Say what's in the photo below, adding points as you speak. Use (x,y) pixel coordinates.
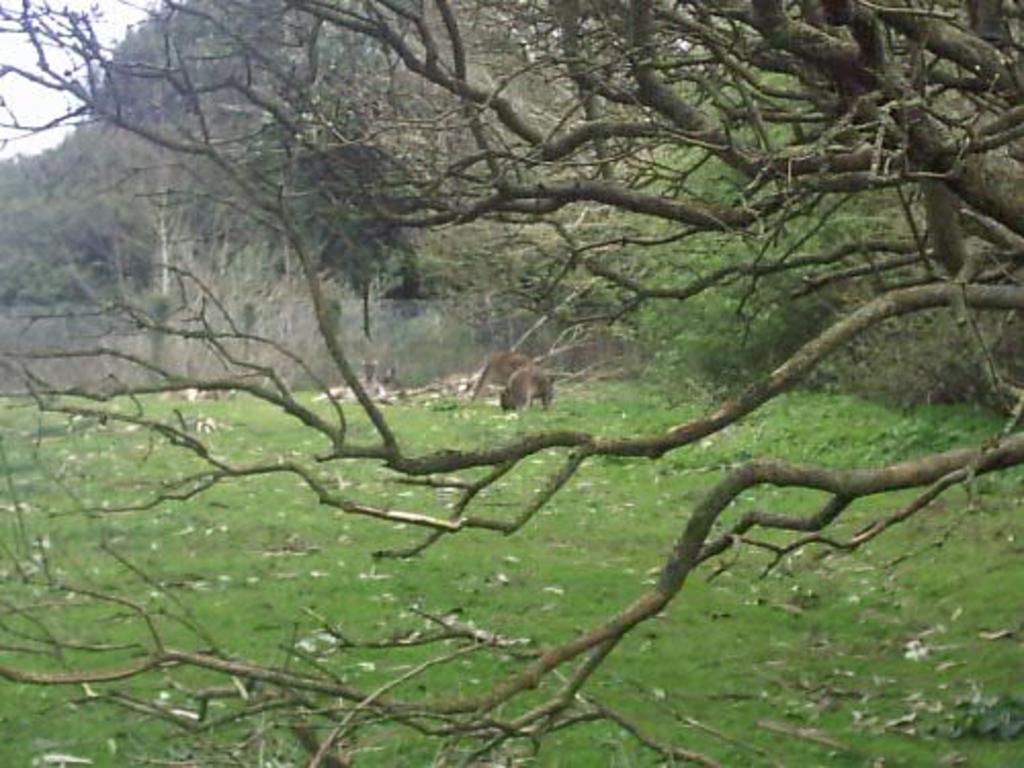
In this image I can see trees (662,311), fence (347,347) and group of animals (518,404) on the ground (306,402). In the left top (9,40) I can see the sky (49,54). This image is taken may be in the forest (540,356).
